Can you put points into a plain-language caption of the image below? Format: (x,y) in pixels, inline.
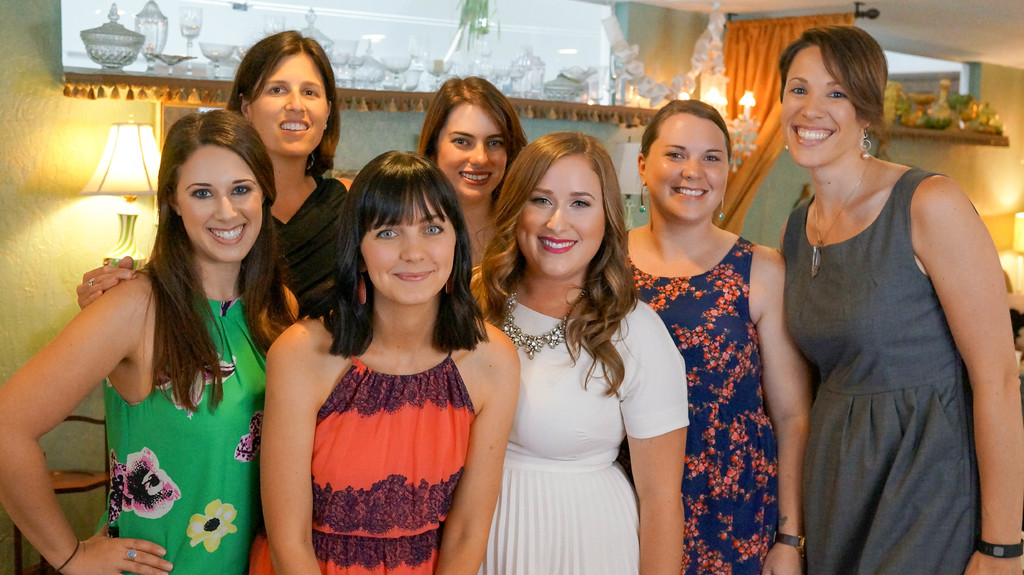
In front of the picture, we see seven women (611,367) are standing. All of them are smiling and they are posing for the photo. Behind them, we see a rack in which glasses (365,53) and glass bowls (102,44) are placed. Beside that, we see the candles (740,101) and the curtain (776,101) in orange color. Behind them, we see a wall (78,255) and the lamp (124,142). In the top right (924,96), we see a rack (946,135) in which some objects (908,122) are placed. On the right side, we see the lamp (1022,274).
